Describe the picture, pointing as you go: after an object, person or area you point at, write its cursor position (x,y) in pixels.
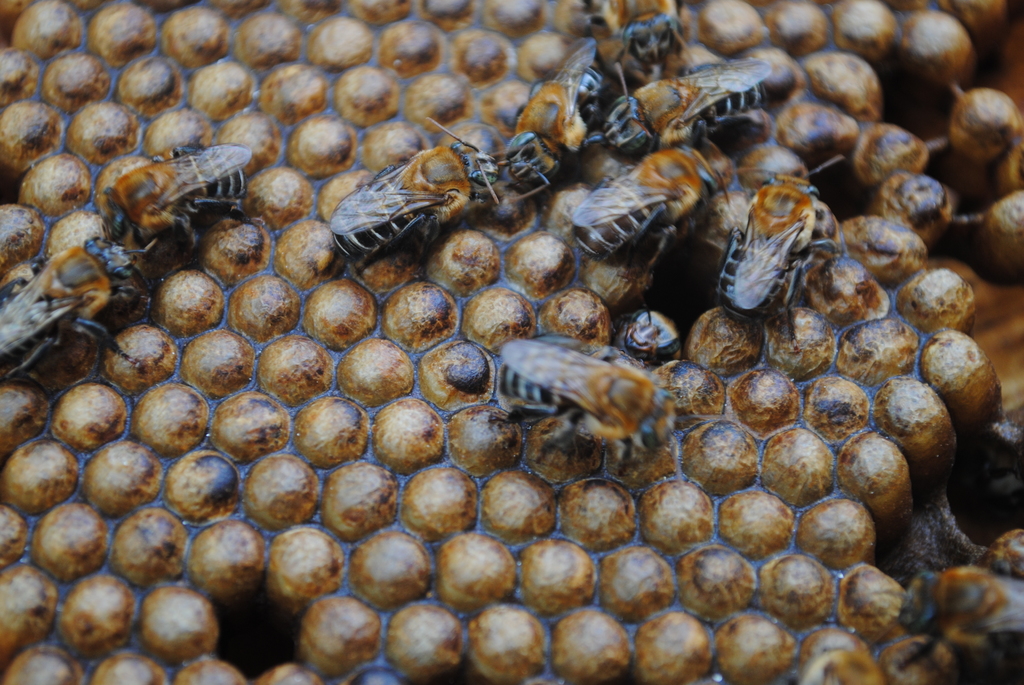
In this image I can see many honey bees (542,346) which are in black and brown color. These are on the honeycomb (534,484) which is in brown and black color.
